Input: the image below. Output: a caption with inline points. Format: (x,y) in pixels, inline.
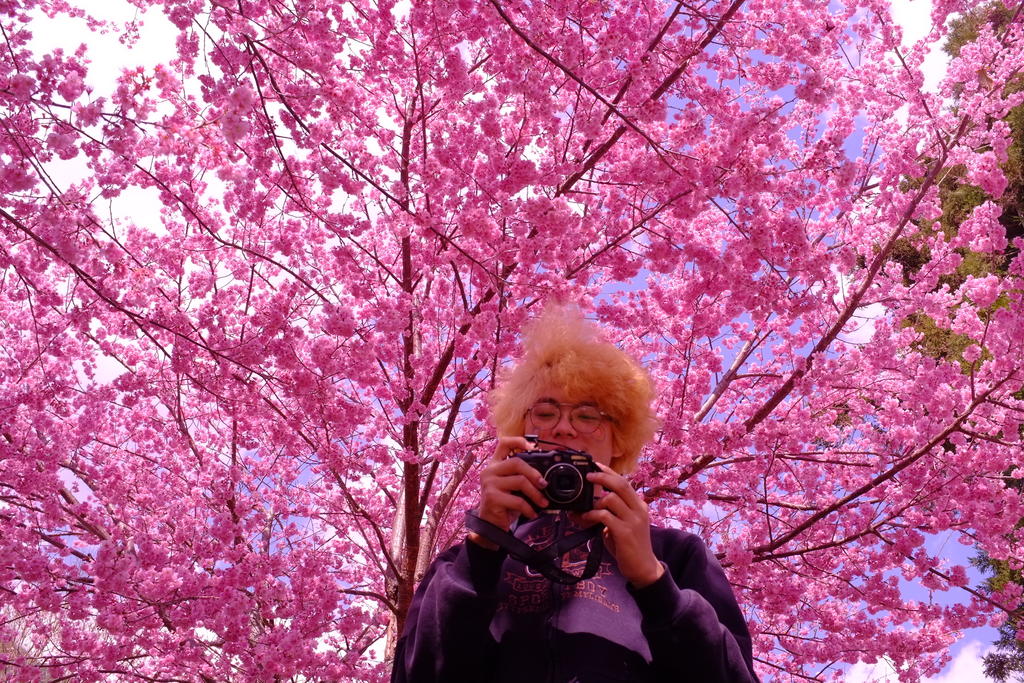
a person (539,584) is standing holding a camera (570,477). behind her there is a pink tree (402,157) and at the right corner (1012,159) there is a green tree (1016,168).
